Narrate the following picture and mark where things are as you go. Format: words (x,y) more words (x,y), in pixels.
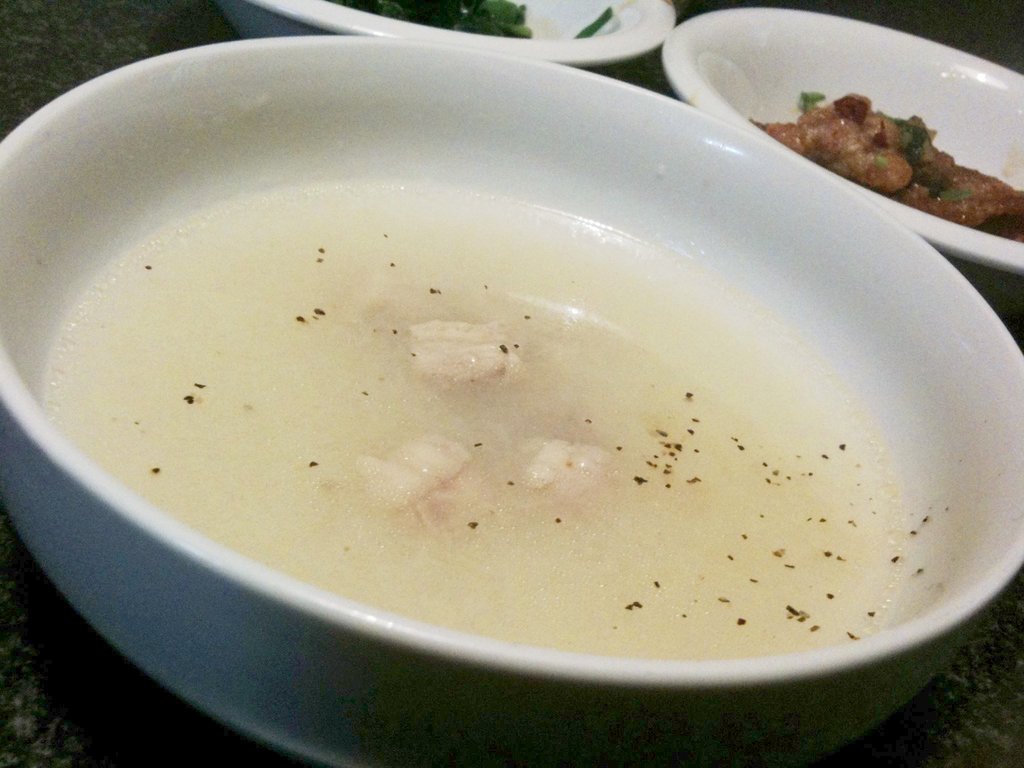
In this picture we can see three bowls (743,150), there is some soup (534,467) in this bowl (848,307), we can see food (490,7) in these bowls (537,21).
